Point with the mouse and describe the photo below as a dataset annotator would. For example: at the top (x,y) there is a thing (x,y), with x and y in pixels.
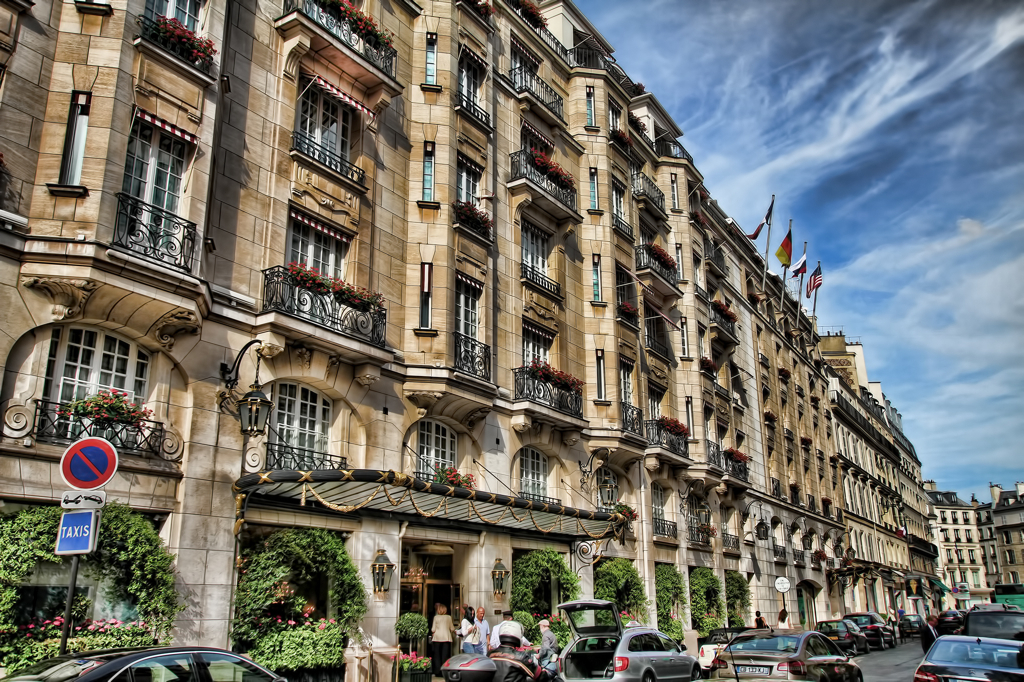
In this image we can see group of cars (862,627) parked on road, group of people (549,639) standing on the path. In the background (943,606) we can see group of buildings (857,472) and cloudy sky (907,169).
